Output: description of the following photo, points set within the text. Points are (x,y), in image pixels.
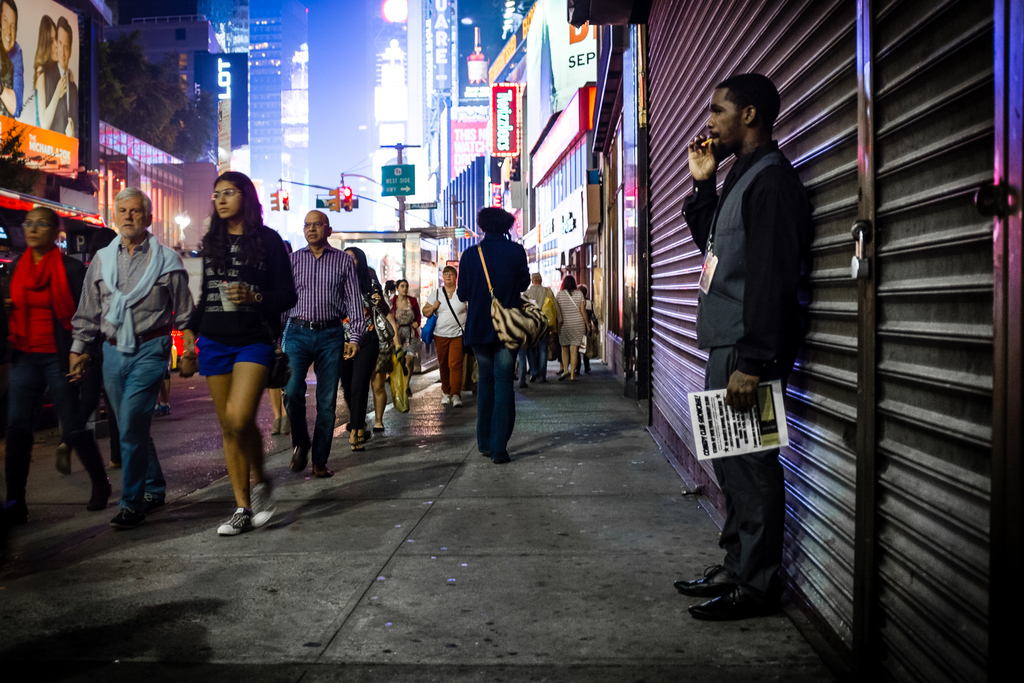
There are groups of people (39,306) walking on the road (356,475). I can see the man (739,285) holding a book (723,396) and standing. This looks like a rolling shutter (903,268) with a lock (858,273). I can see the buildings (264,88) with the lights (295,61). On the left side of the image (58,94), that looks like a hoarding (36,111). These are the name boards (481,123), which are attached to the building walls (582,160). I can see the traffic signals (348,207) attached to the poles (398,201). I think this is a tree (140,102).
